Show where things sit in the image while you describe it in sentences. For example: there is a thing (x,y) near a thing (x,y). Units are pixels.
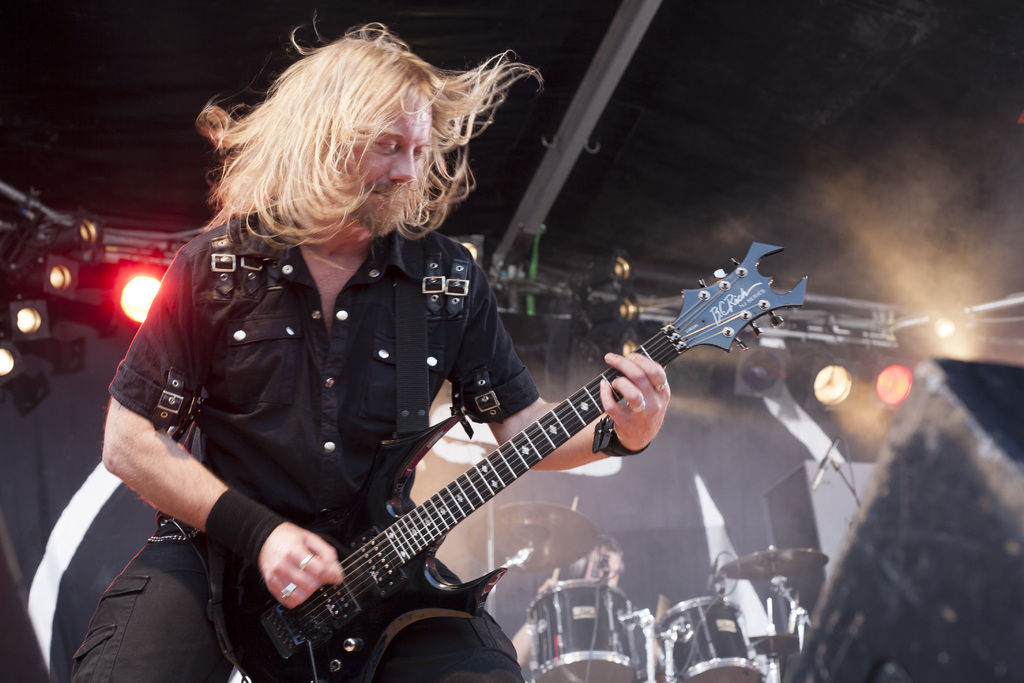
In this image, there is a man (262,346) he wear black shirt (223,386) and trouser (160,600), he is playing guitar (600,389). In the background (706,610) there are drums (716,639), a person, lights (757,386) and speaker (793,496).
